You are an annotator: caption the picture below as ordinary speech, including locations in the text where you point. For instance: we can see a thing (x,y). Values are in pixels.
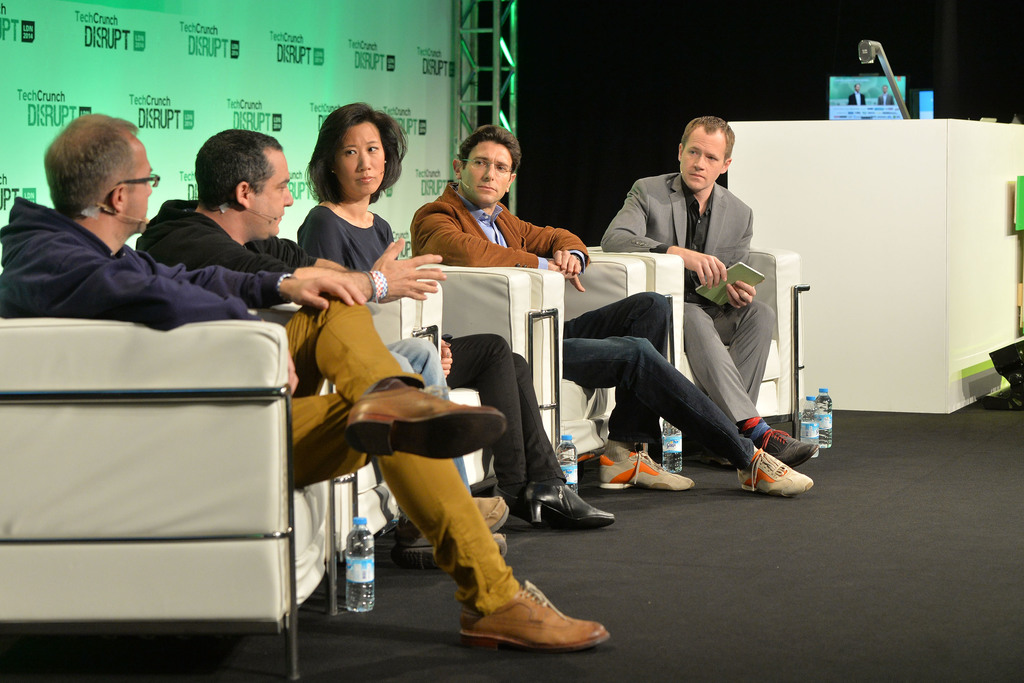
In this image i can see few man (305,266) and a woman (448,350) sitting on a chair (359,491) there are few bottles (362,548) on the ground (686,583) at the background (298,84) we can see a board (309,106) at right (747,129) there is a podium (865,129) and a screen (866,110).
